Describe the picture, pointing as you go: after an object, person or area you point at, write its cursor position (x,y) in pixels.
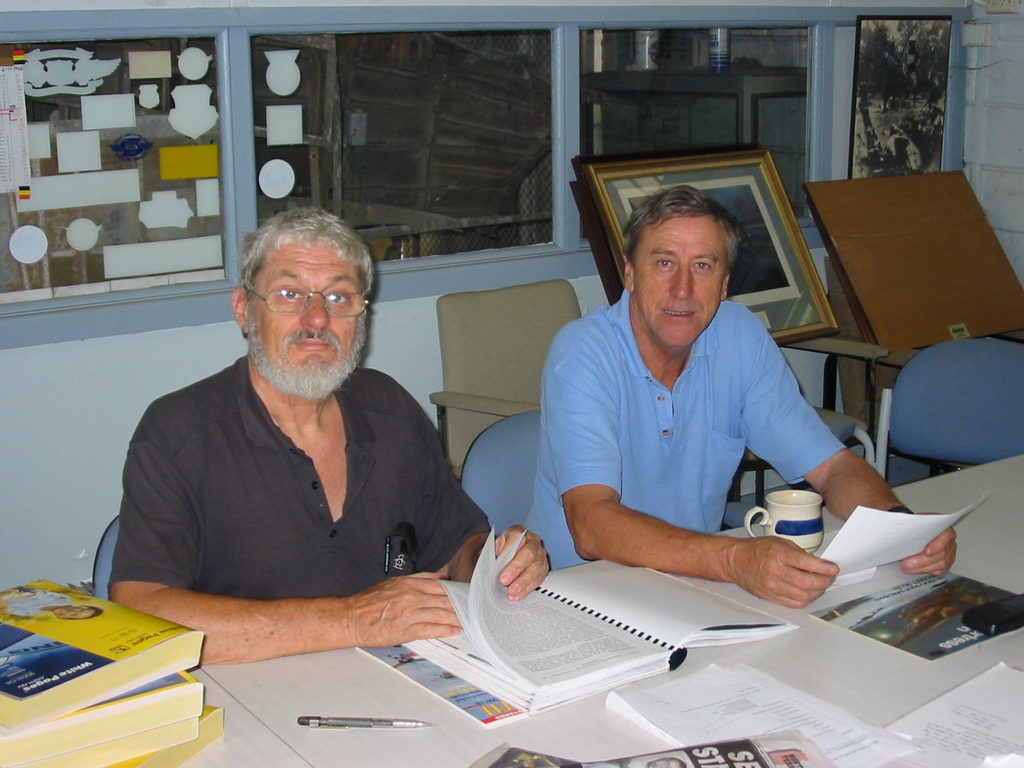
In this picture there are 2 persons (725,550) sitting in chair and in table (920,682) there are book (564,606), paper (709,693), pen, cup (821,534) and in back ground (755,162) there is frame (623,219), chair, wall (995,158).
